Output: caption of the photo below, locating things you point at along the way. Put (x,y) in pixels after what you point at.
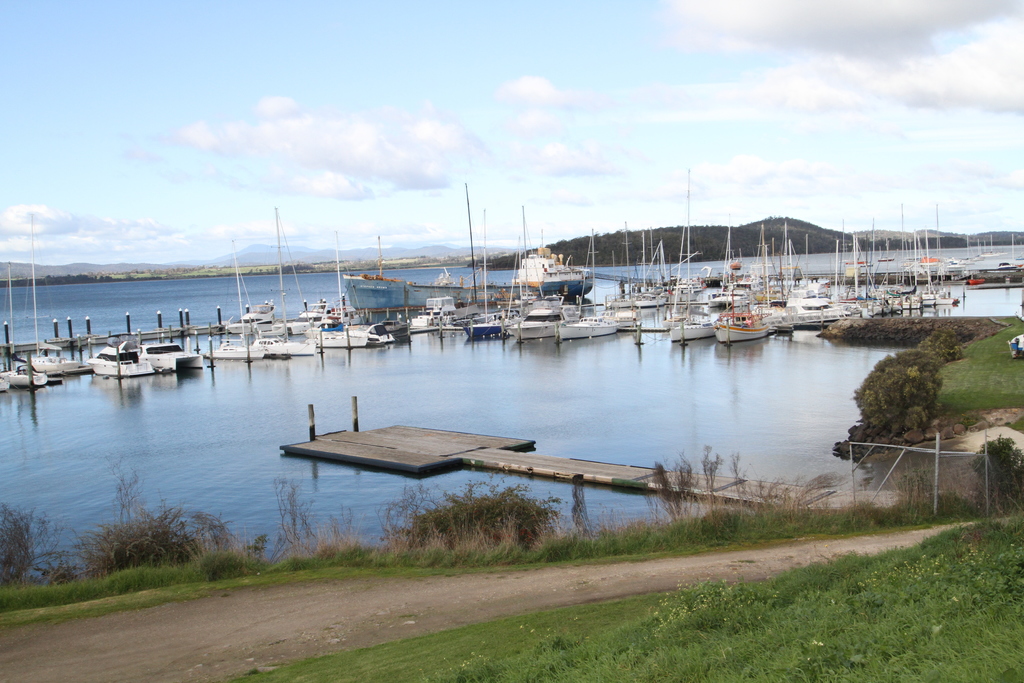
In this image there are so many boats (405,323) in the water (629,496). In the middle (407,452) there is a bridge (432,464). At the bottom (435,613) there is a path (584,585), beside the path (732,556) there are small plants (905,570). At the top (645,59) there is the sky (616,69). In the background (812,231) there are hills (811,245).
